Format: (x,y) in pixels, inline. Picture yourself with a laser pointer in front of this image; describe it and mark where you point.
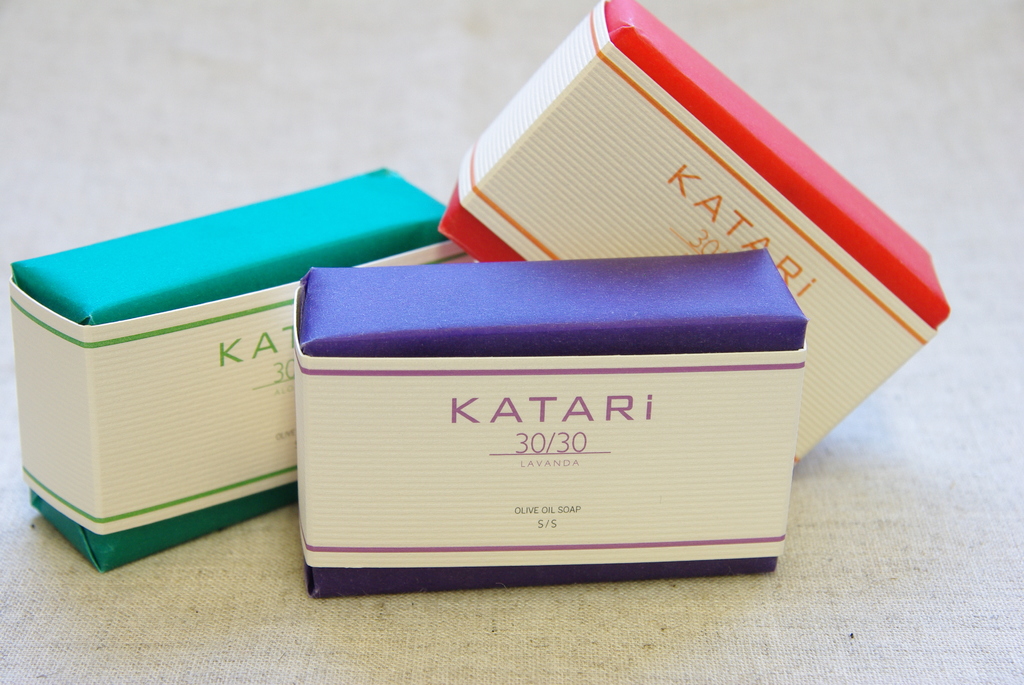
In this image in the center (561,248) there are three different types of soaps (433,288), and at the bottom (181,623) there is cloth (890,566).
